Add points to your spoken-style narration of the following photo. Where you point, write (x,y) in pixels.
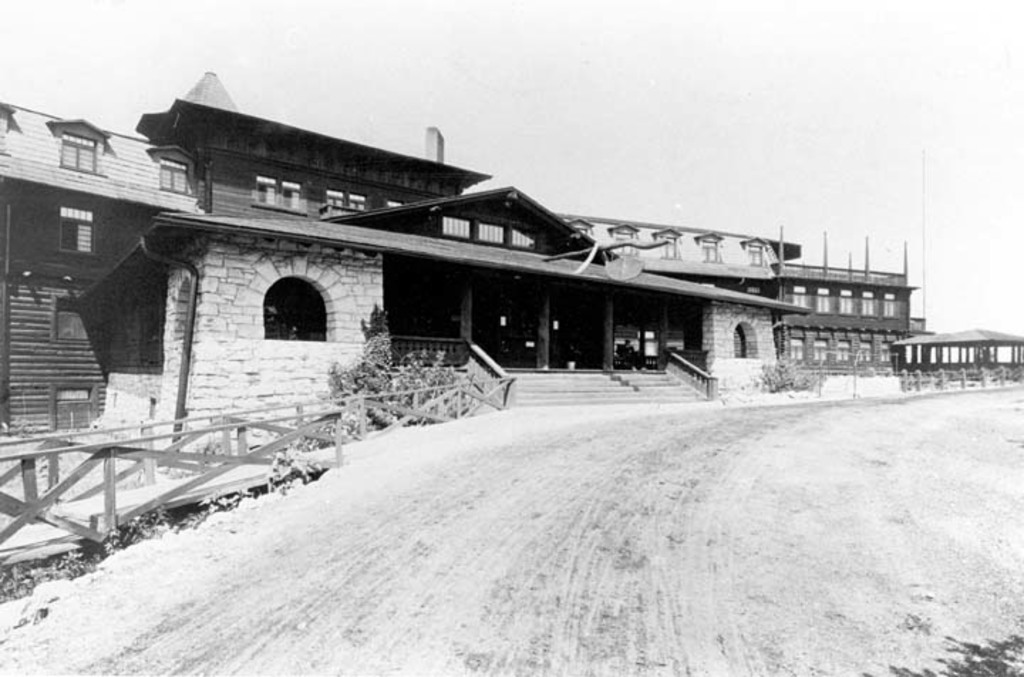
I see this is a black and white image and I see few buildings (365,294), road (838,401), steps (630,387) over here, plants (381,384) and I see the sky (580,146).
